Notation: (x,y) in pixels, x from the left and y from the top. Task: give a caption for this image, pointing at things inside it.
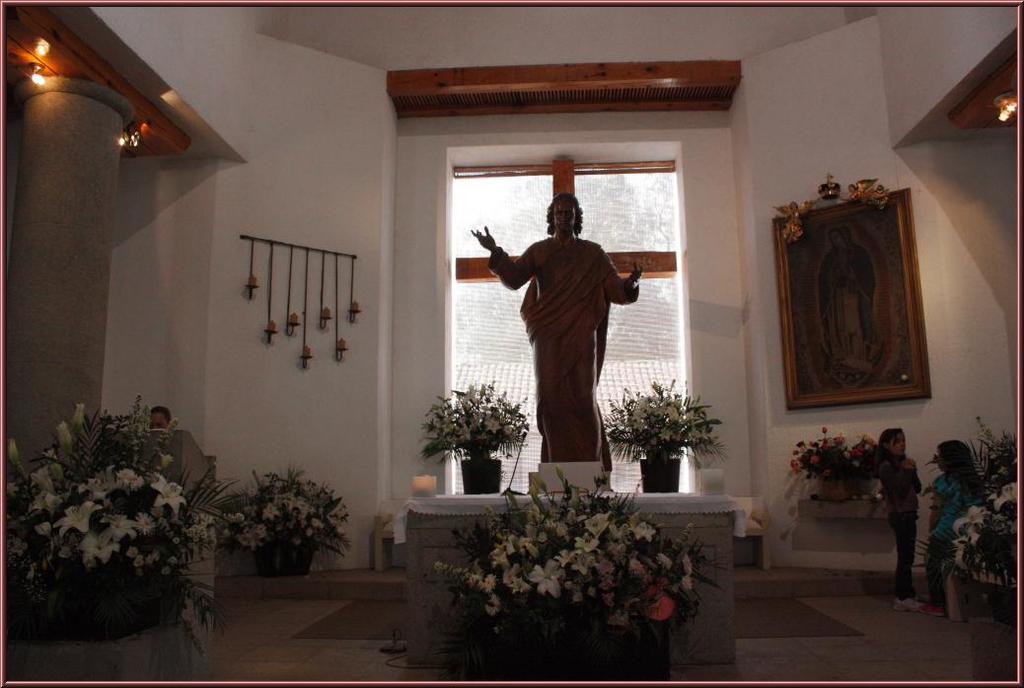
In this image we can see there is an inside view of the building (614,255). And there are kids (901,549) standing on the floor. There is a sculpture (580,285), in front of the sculpture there is a table (483,520) with a cloth (717,509). And there are potted plants (254,529) and window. And there is a pillar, wooden base (710,91) with lights (120,143) and the wall (683,56). And there is a photo frame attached to the wall (259,234).
